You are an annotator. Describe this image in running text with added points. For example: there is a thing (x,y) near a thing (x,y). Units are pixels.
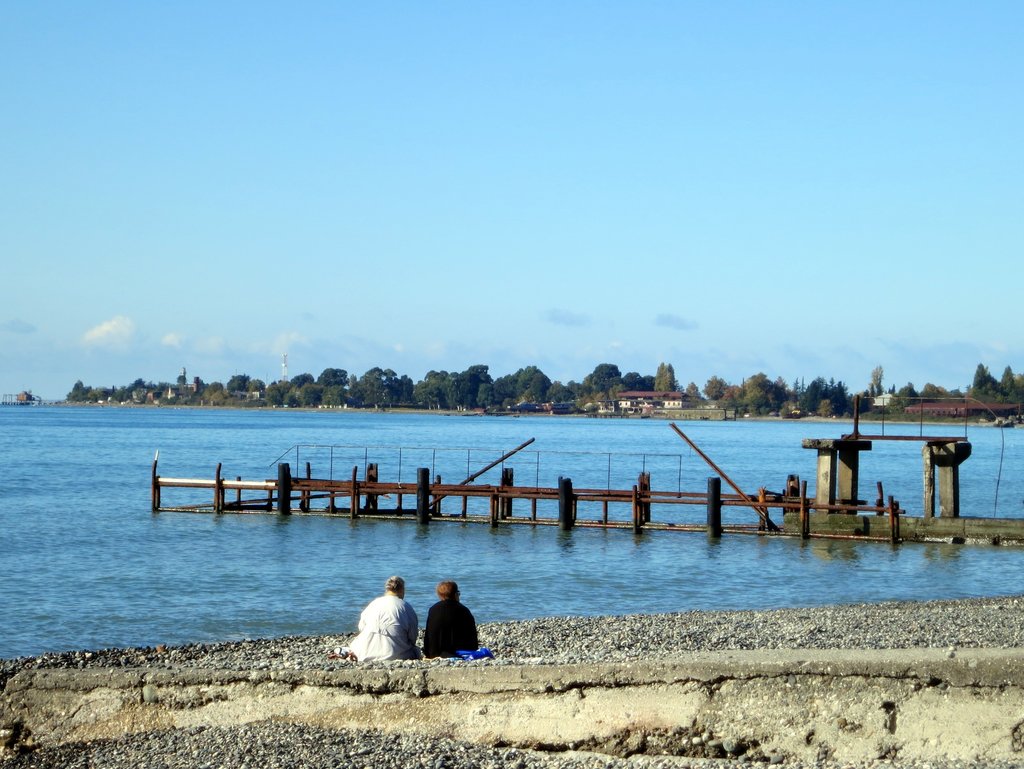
In this image we can see persons (405,643) sitting on the ground (547,640), walkway bridge (423,482), water (195,549), trees (300,405), buildings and sky (315,321) with clouds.
